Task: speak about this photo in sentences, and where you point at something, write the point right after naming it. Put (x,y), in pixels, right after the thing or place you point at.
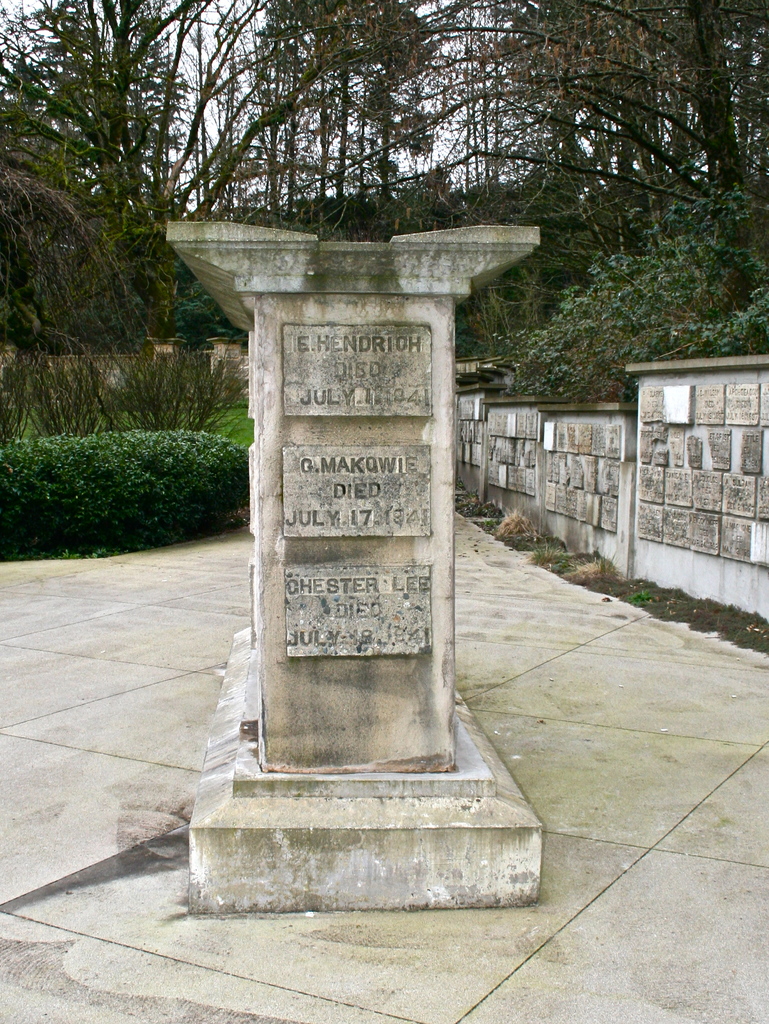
In this image there is a grave (318,516), around that grave (269,395) there is a wall (653,470), in the background (285,143) there are trees (505,44).
